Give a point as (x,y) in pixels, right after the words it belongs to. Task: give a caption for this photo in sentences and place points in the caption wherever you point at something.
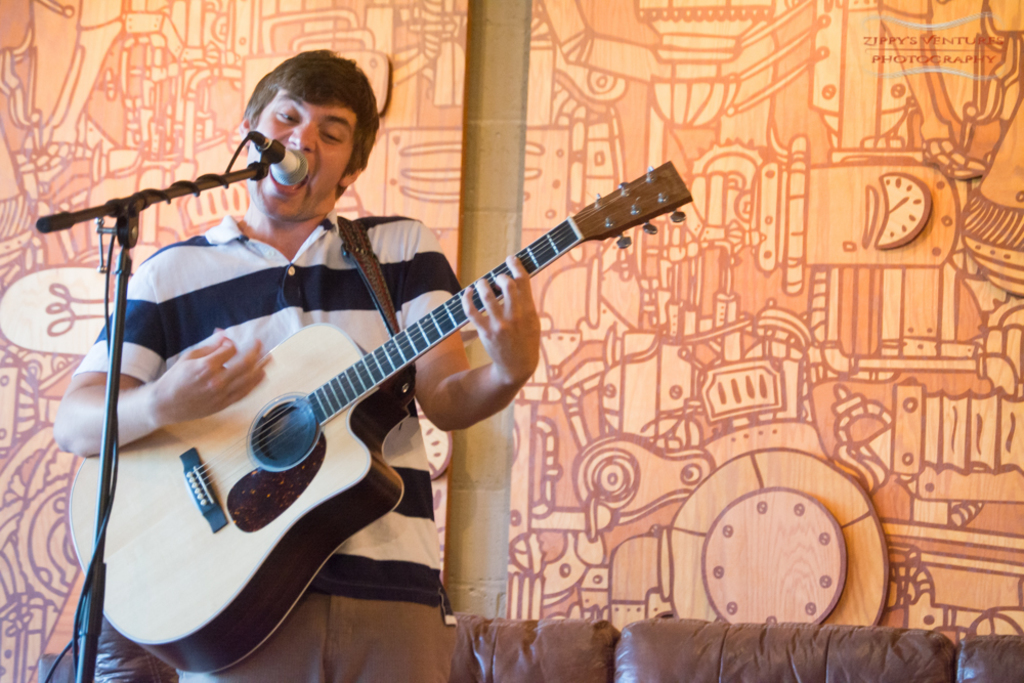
A person (231,341) is playing a guitar (364,426) and singing. In front of him there is a mic (279,168) and mic stand (115,381). In the background (758,381) there is a wall (681,248) with paintings (743,397). There are sofas (640,637).
